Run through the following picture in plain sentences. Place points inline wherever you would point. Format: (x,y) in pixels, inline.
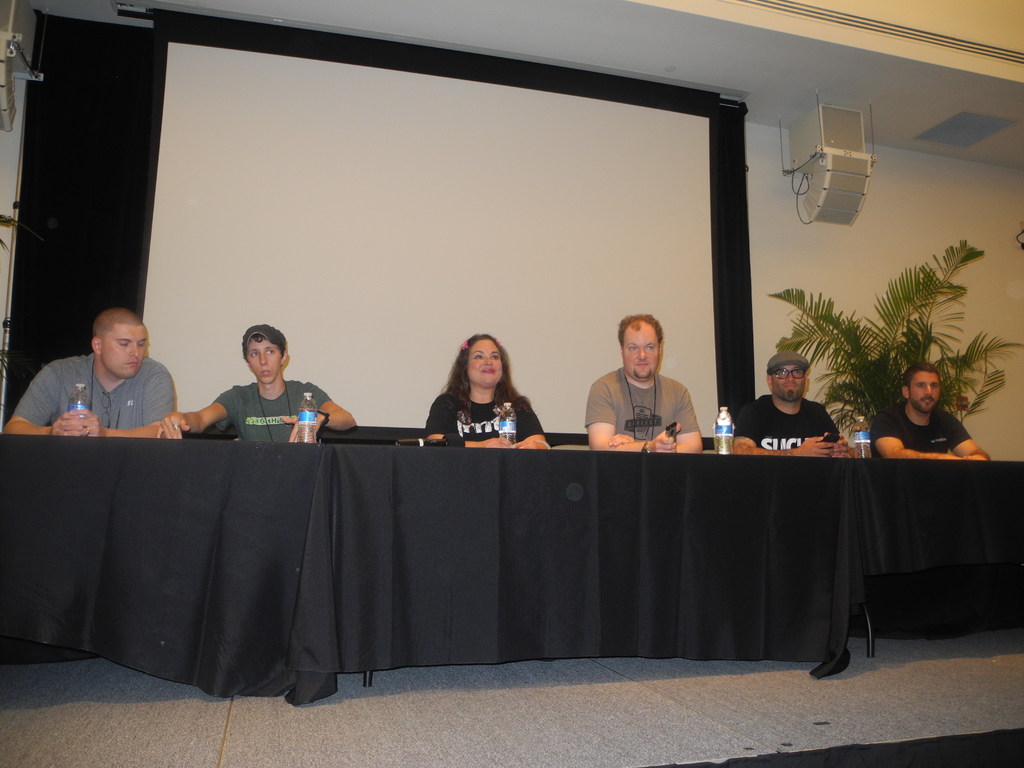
In this picture there are several people (455,378) sitting in front of a black table (627,516). In the background (406,199) there is a white projector (418,204). To the right of the image (883,309) there is a small tree (906,316).
